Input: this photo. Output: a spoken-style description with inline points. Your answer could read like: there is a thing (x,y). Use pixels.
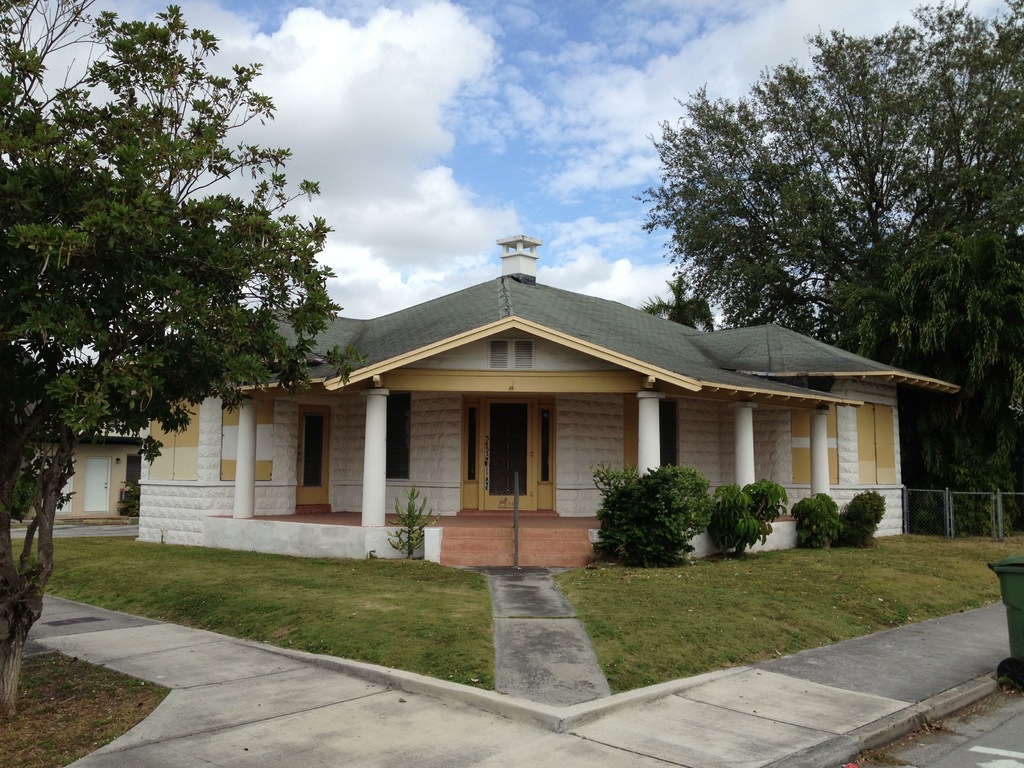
In this image there is a house (614,432), in front of the house (792,532) there is a garden (670,645) and paths (451,744), in the left side (83,320) there is a tree (56,329), in the background (537,146) there is tree (886,256) and a sky (484,156).
